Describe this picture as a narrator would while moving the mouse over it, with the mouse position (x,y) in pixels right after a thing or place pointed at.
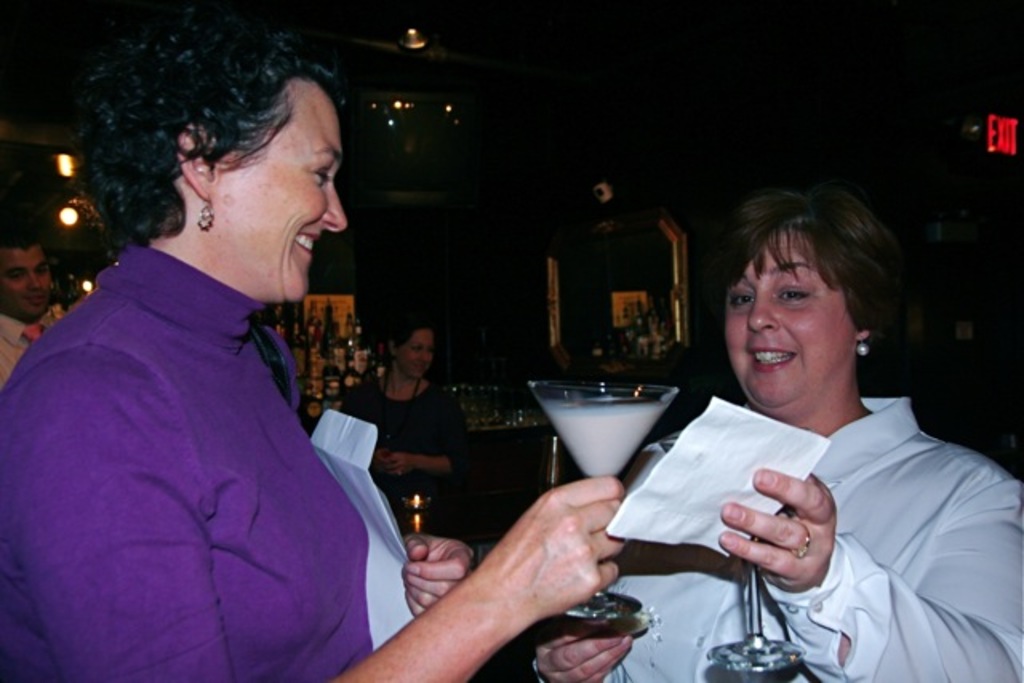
In this image in the front (803,483) there are persons (852,474) standing and holding a paper (394,529) and glass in their hands (820,513) and smiling. In the background (15,245) there are persons (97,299), there are lights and there is a text (1000,140) and there are objects (550,323).
